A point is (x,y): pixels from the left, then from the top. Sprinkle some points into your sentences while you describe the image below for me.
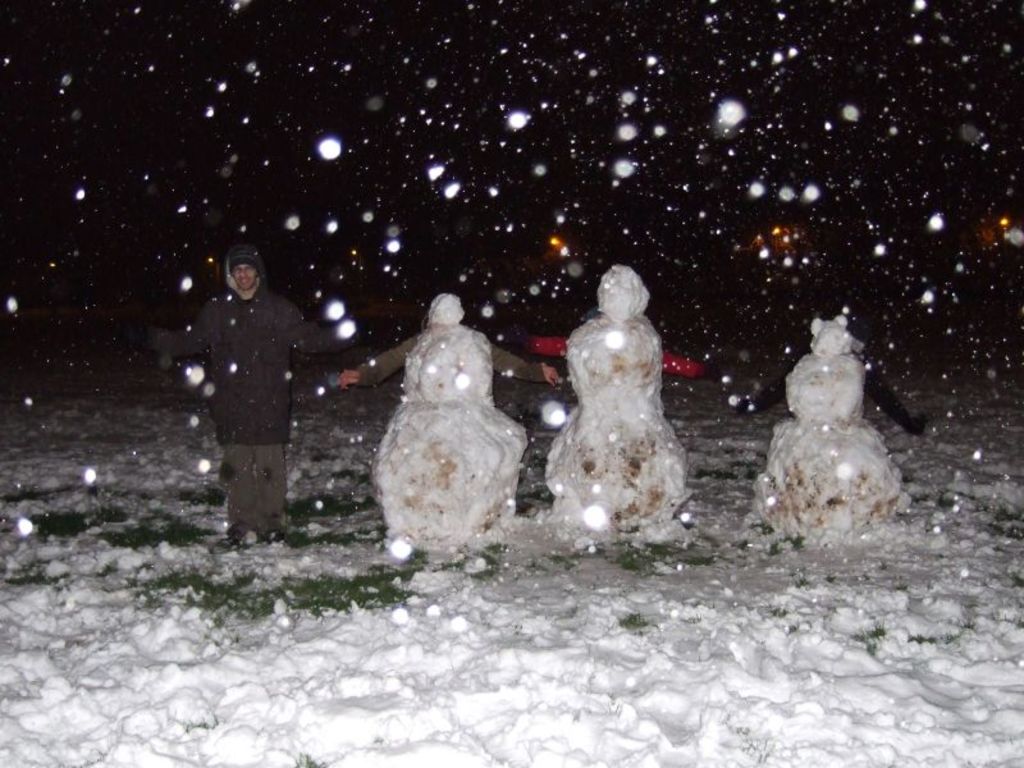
In this picture we can see a person (294,339) standing in snow (179,505). There are few snowman (452,505) on the field (212,600).
